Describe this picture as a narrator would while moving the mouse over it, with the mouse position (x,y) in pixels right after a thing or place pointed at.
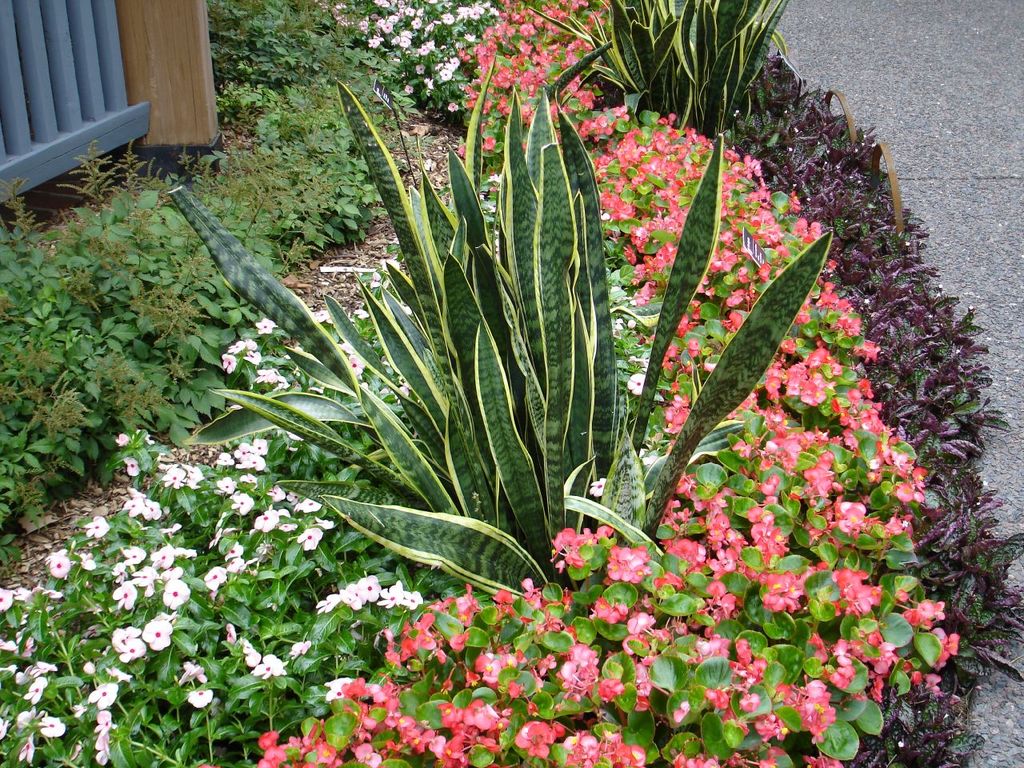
In the center of the image (578,423) we can see a bushes (478,389), flowers (353,363) and some small plants (451,428) are there. On the right side of the image (935,156) road (930,118) is present.
